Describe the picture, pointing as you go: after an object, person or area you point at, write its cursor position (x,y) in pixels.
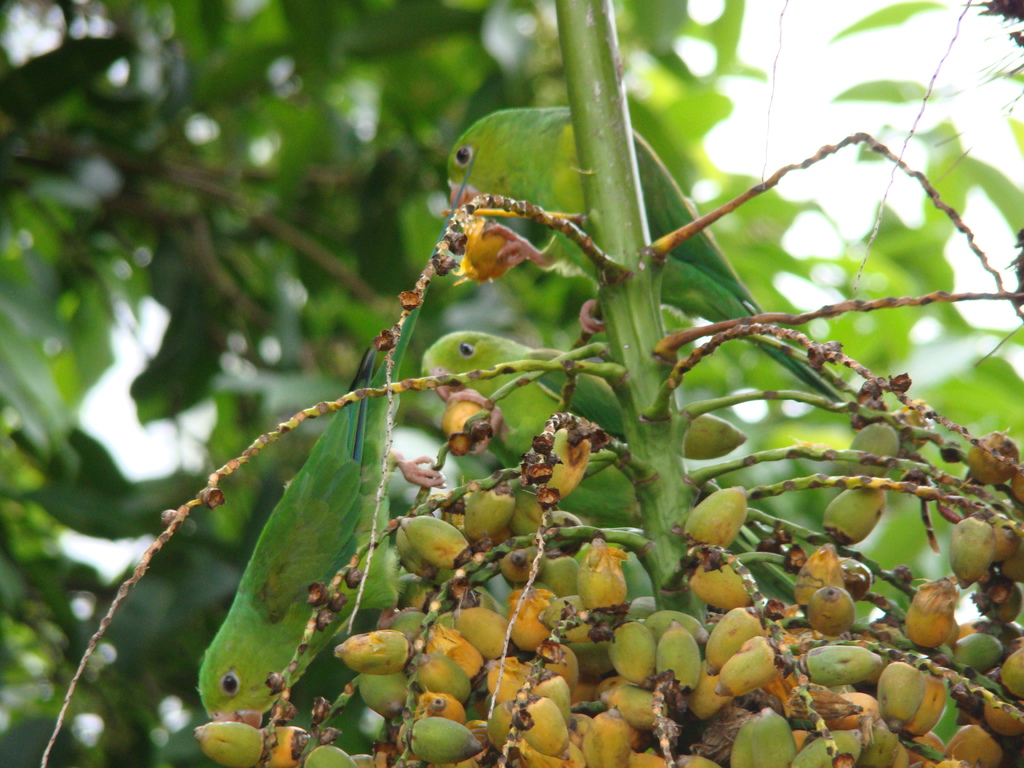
In the center of the image (371,425) we can see the parrots (383,427) on the stem (466,380). At the bottom of the image (550,676) we can see the coconut palm (676,648). In the background of the image (275,25) we can see the trees (940,191) and sky (983,147).
